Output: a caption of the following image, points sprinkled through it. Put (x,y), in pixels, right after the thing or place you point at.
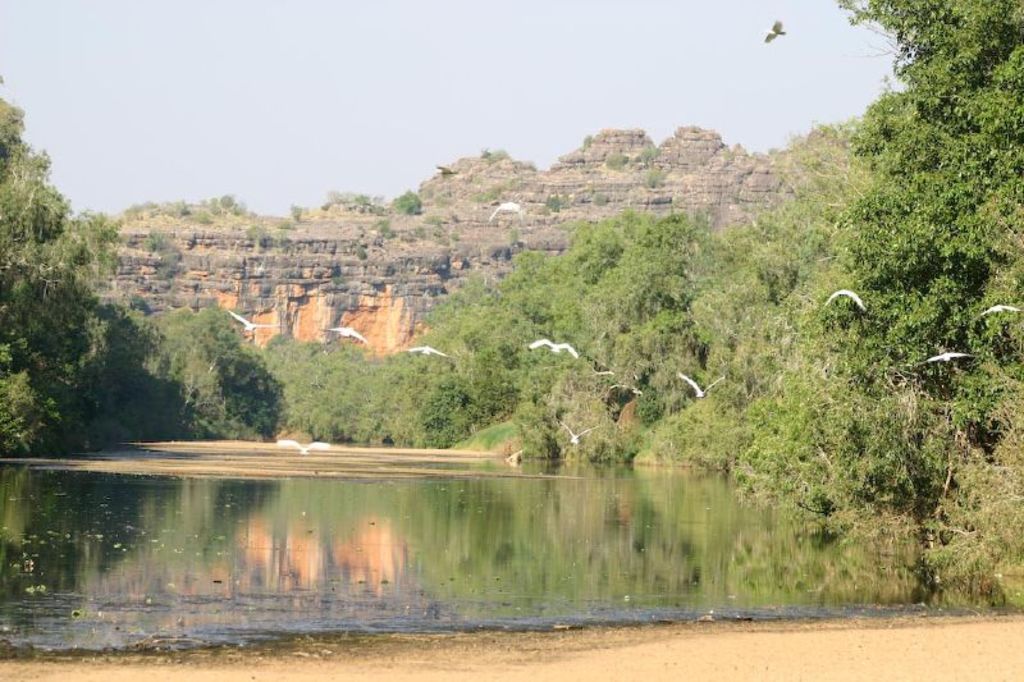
In this picture there is small water lake (310,499) and above there are some white color birds (446,354) flying in the sky (169,61). Behind there are some trees (313,350) and rock mountain (331,251).
